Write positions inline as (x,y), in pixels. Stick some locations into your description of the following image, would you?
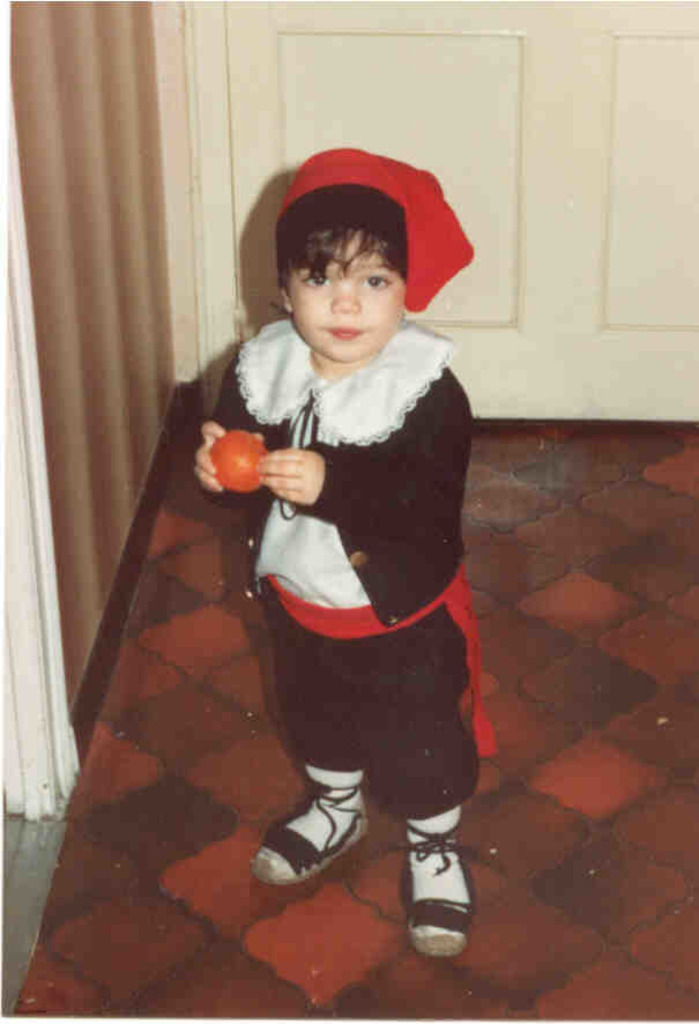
In this picture there is a boy (451,504) who is wearing black dress (371,491) and shoe (419,850). He is holding an orange (253,455). He is standing on the red floor (383,881). On the back (319,130) we can see door (415,119). On the left (9,351) we can see door frame (17,522).
